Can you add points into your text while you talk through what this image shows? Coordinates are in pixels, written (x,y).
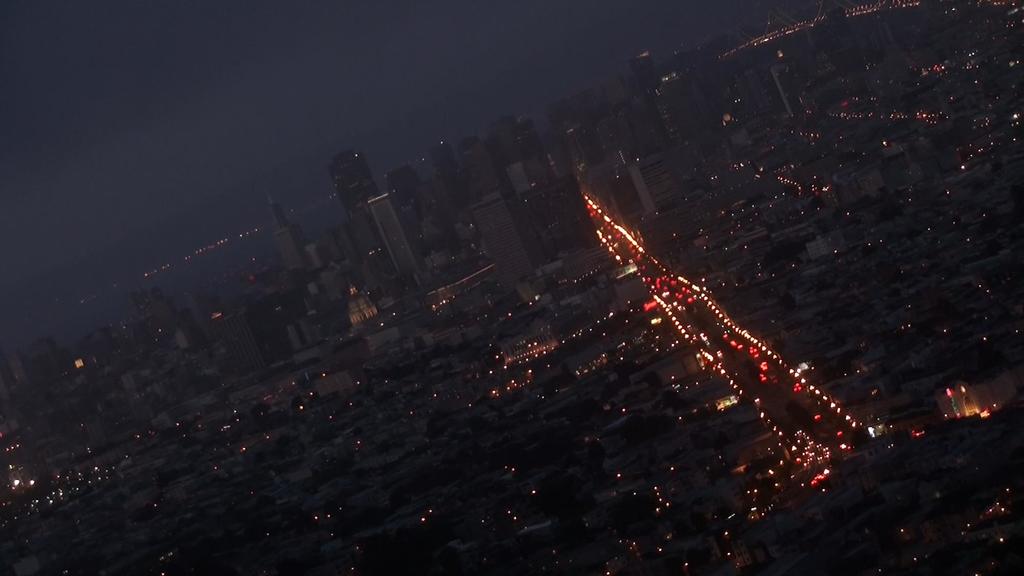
In this image there are buildings (480,244) and there are lights (706,290).
